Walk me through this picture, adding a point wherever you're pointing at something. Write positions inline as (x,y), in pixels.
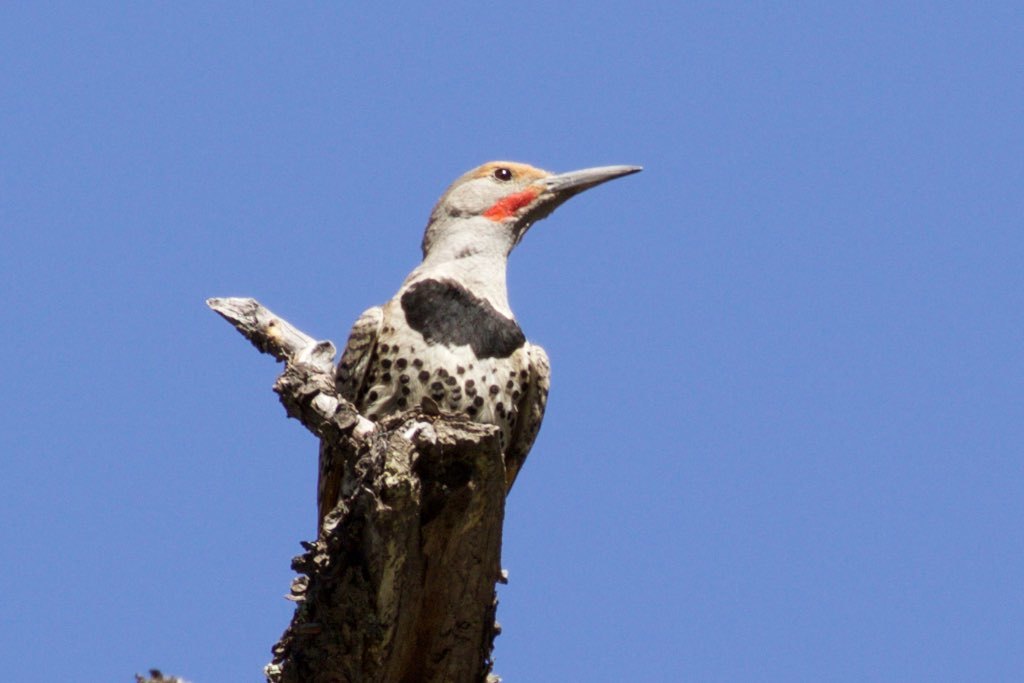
There is a bird (438,369) on a wood (376,513). In the background (288,135) there is sky (700,343).
